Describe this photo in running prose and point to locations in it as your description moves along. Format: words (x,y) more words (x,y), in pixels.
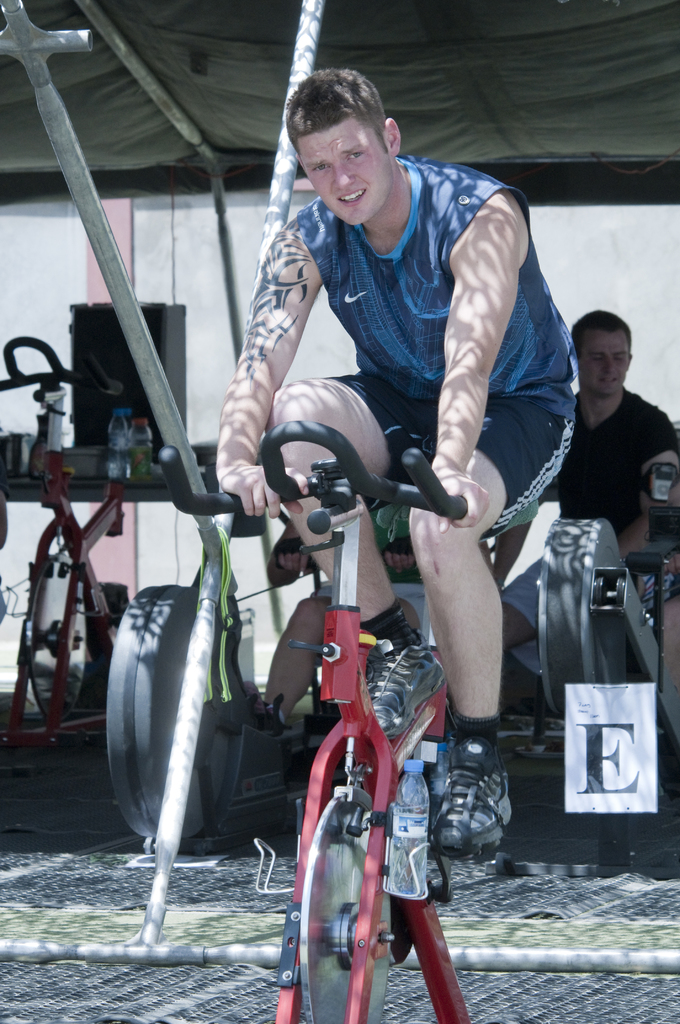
There is a man (433,381) in this image who is wearing blue t-shirt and cycling, and there is a water bottle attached to that cycle (384,761) and at the backside of the image (595,407) one guy (613,405) who is doing gym and at the left side of the image (26,341) there is another cycle (90,534) and two water bottles (146,444), at the top of the image (161,117) there is a tent (420,60).
